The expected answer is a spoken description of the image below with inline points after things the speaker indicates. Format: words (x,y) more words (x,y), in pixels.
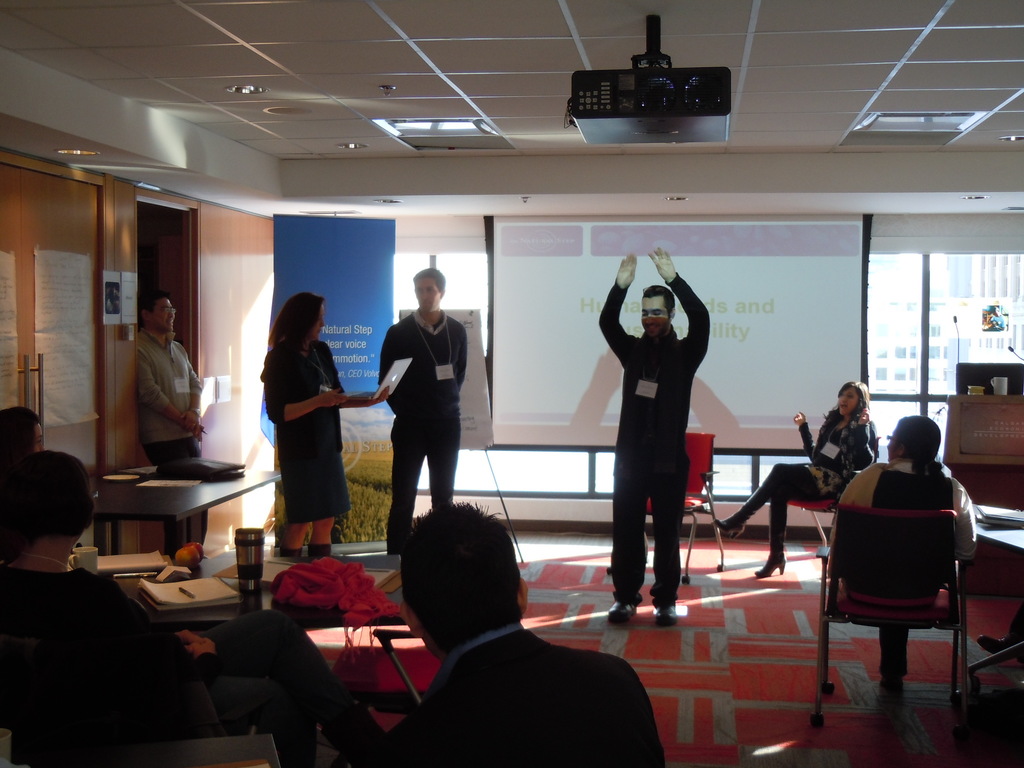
In this image in the front (29,522) there are persons (503,666) sitting. In the center (411,379) there are persons (437,393) standing and in the background (580,408) there are boards (590,282) with some text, there is a window (877,327), behind the window (938,328) there are buildings (942,303), there is an empty chair (695,493). On the top (643,87) there is a projector (665,120). On the left side (39,338) there is a door (23,324) and on the right side (979,527) there is a table (997,528) on the table (997,528) there are objects (1004,521). In the background (1004,438) there is a table (997,429) and on the table (996,413) there is a cup (1002,391).
